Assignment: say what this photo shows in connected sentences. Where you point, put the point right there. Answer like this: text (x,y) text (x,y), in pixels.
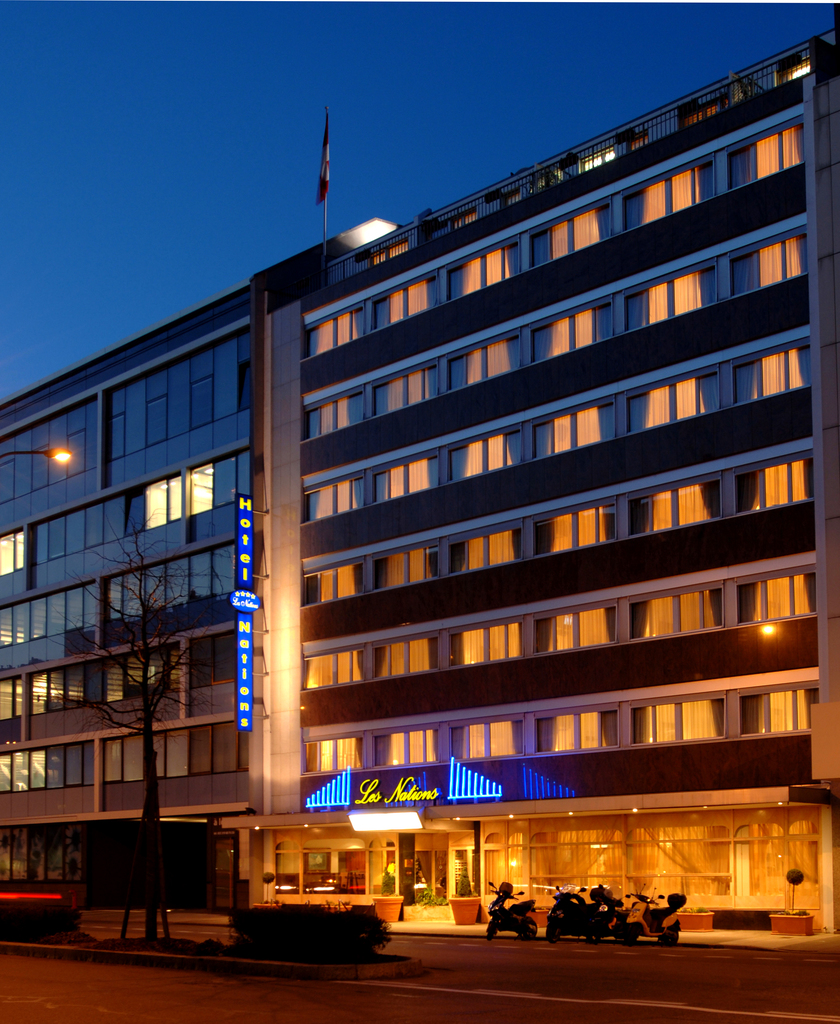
As we can see in the image there are buildings (482,600), windows (556,530), streetlamp (54,458), motorcycles (500,900) pots (458,905), plants (341,952) and sky (330,114).
